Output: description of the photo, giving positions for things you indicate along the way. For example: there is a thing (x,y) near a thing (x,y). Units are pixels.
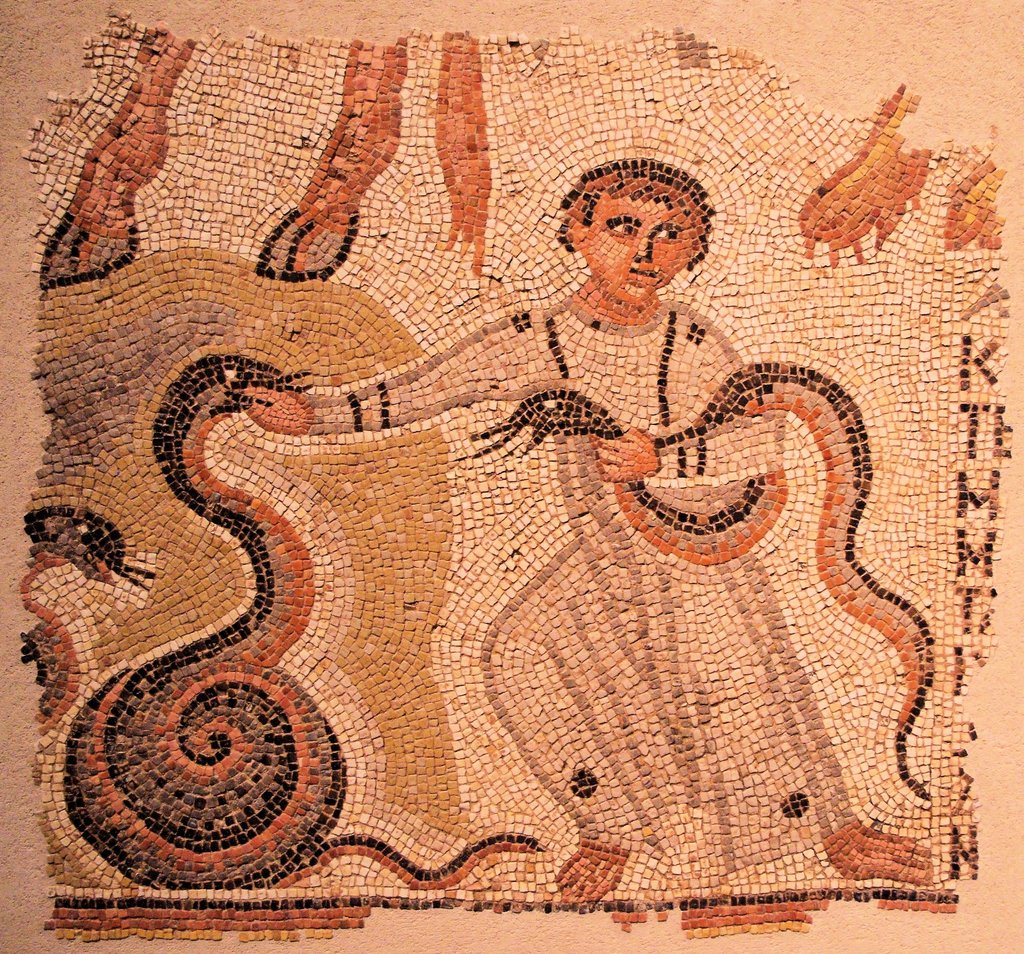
In this picture we can see a platform (212,949) and on this platform (660,23) we can see a mosaic art (715,501) of snakes (850,479) and a person (601,278).
